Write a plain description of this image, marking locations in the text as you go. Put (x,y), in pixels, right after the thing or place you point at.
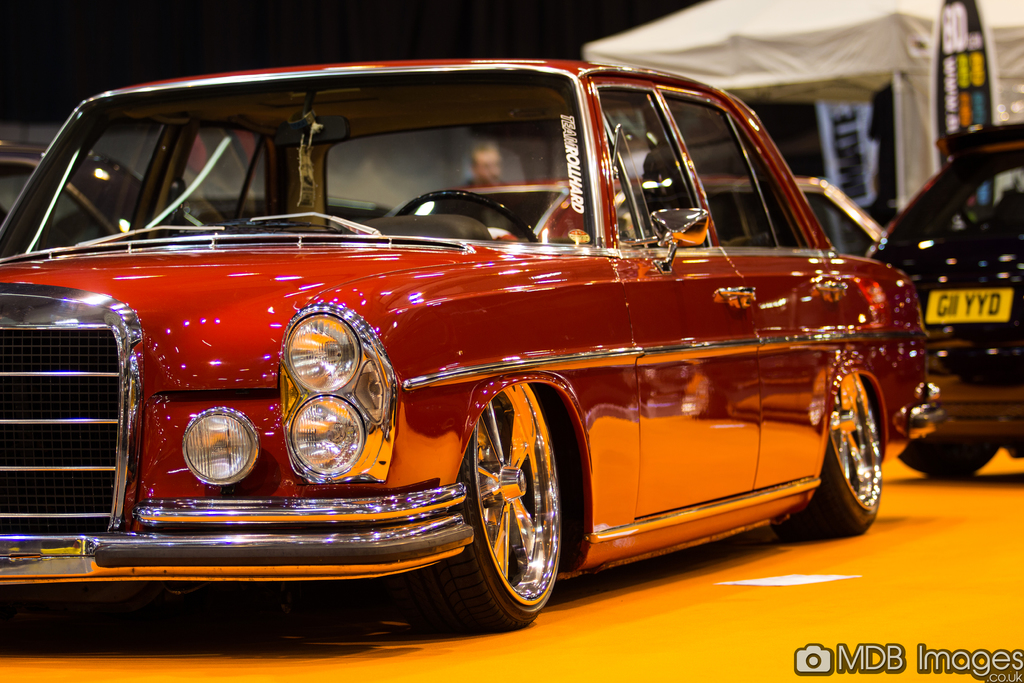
In this image there are vehicles (676,273), there are boards (946,99) with some text (962,104) written on it and there is a tent (814,61) which is white in colour and there are persons (488,179) visible and there is some text (856,657) written on the image which is at the bottom right of the image (919,652).
